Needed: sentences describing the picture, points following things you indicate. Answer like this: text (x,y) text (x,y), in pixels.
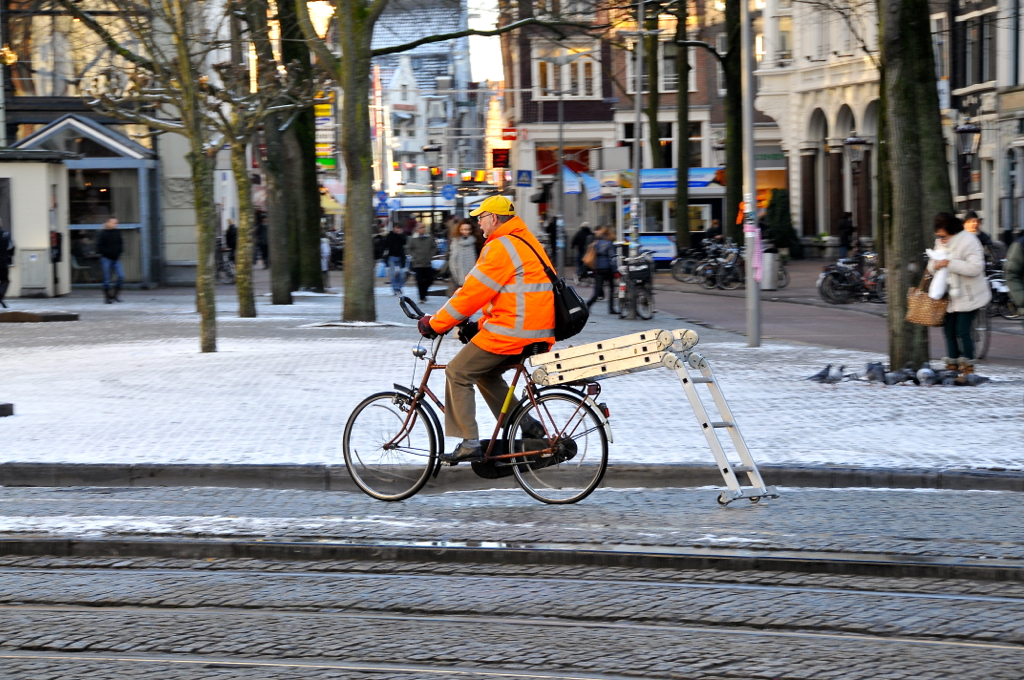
In this image, there is a road (559,602) in gray color, In the middle of the image (557,394) there is a riding a bicycle (433,397) he is carrying silver color metal (690,375), on the right side of the image (952,257) there is a woman (937,269) standing in front the tree (912,151), In the background (919,181) there are some trees (205,90) in black color, There is a home (817,70) in white color, There is a wall (581,109) in black color.
